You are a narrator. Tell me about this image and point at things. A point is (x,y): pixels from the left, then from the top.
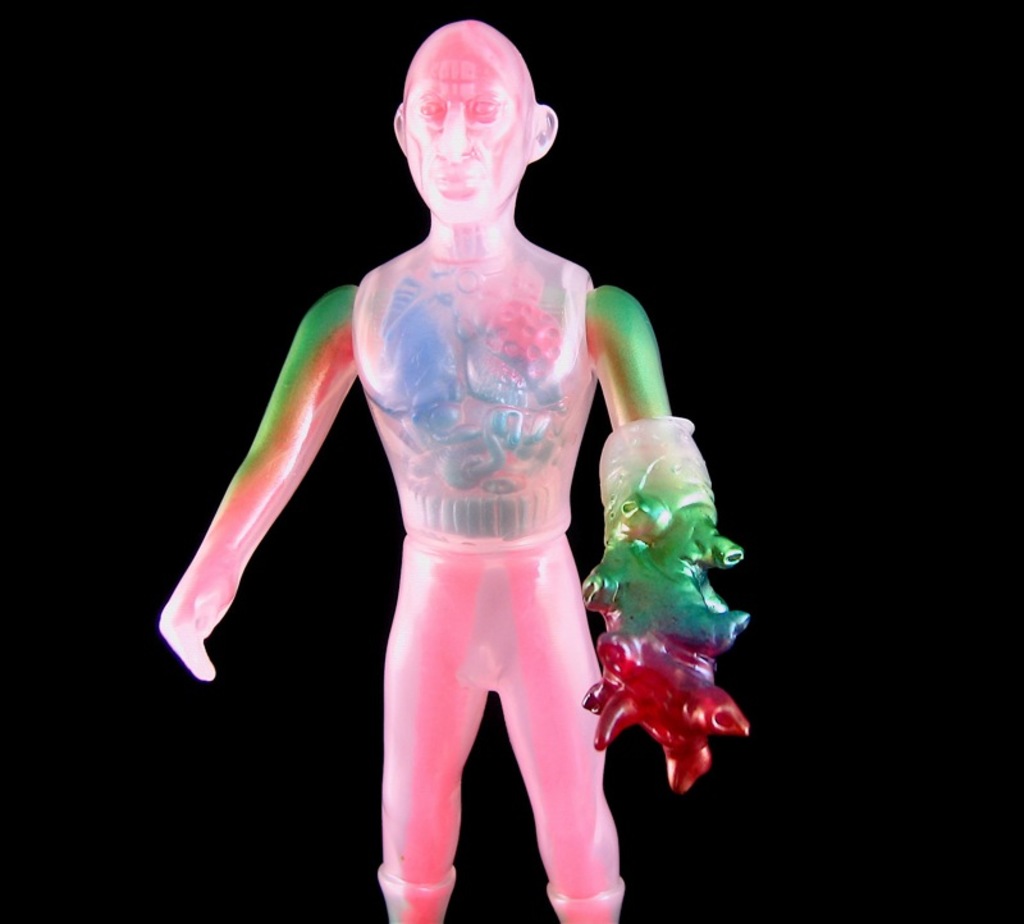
In this picture I can see there is a toy (643,329) and it is in pink and green color and it has something to its left hand (669,449) and the backdrop (782,335) is dark.
